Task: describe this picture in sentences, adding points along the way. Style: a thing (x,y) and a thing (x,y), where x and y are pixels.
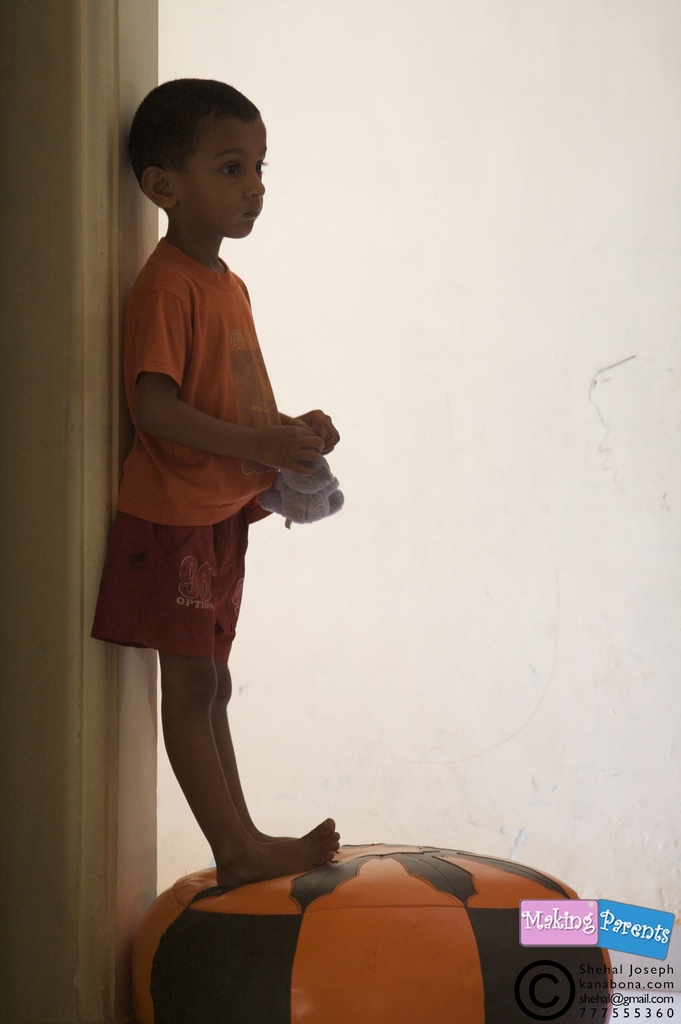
In this picture I can see there is a boy (247,462) standing on the cushion (262,971) and it is made of orange and black leather (311,954) and there is a wall (367,166) in the backdrop (367,166).
